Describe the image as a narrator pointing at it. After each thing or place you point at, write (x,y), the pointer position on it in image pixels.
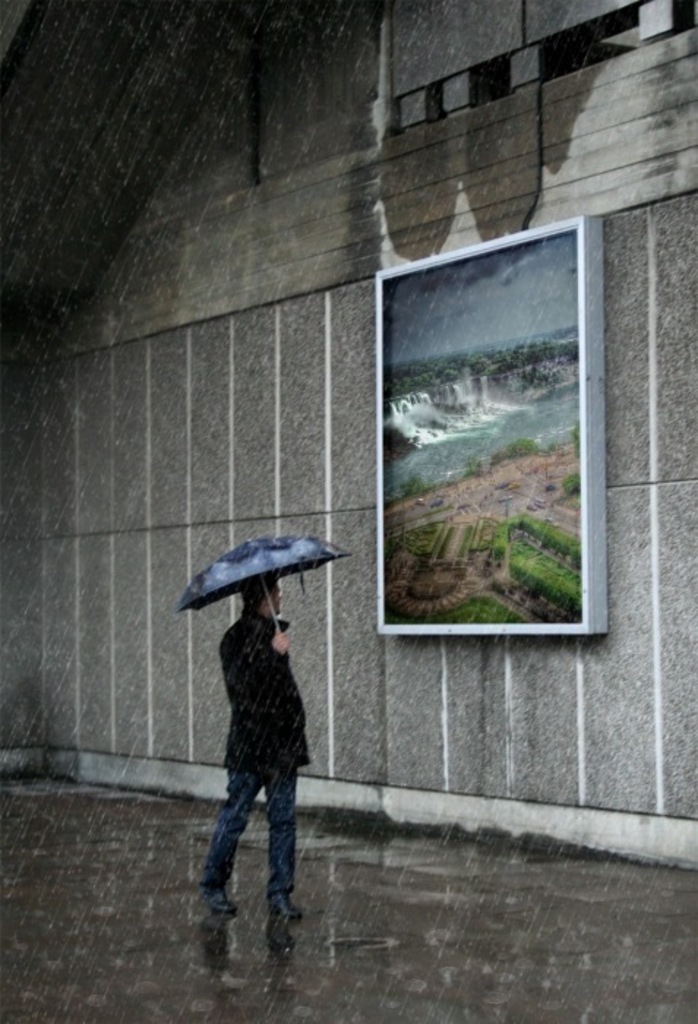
In the center of the image (248,680) we can see a man (246,747) standing and holding an umbrella (231,548). In the background (504,617) there is a board (584,497) placed on the wall (301,399). At the bottom (388,943) there is water (196,937).
